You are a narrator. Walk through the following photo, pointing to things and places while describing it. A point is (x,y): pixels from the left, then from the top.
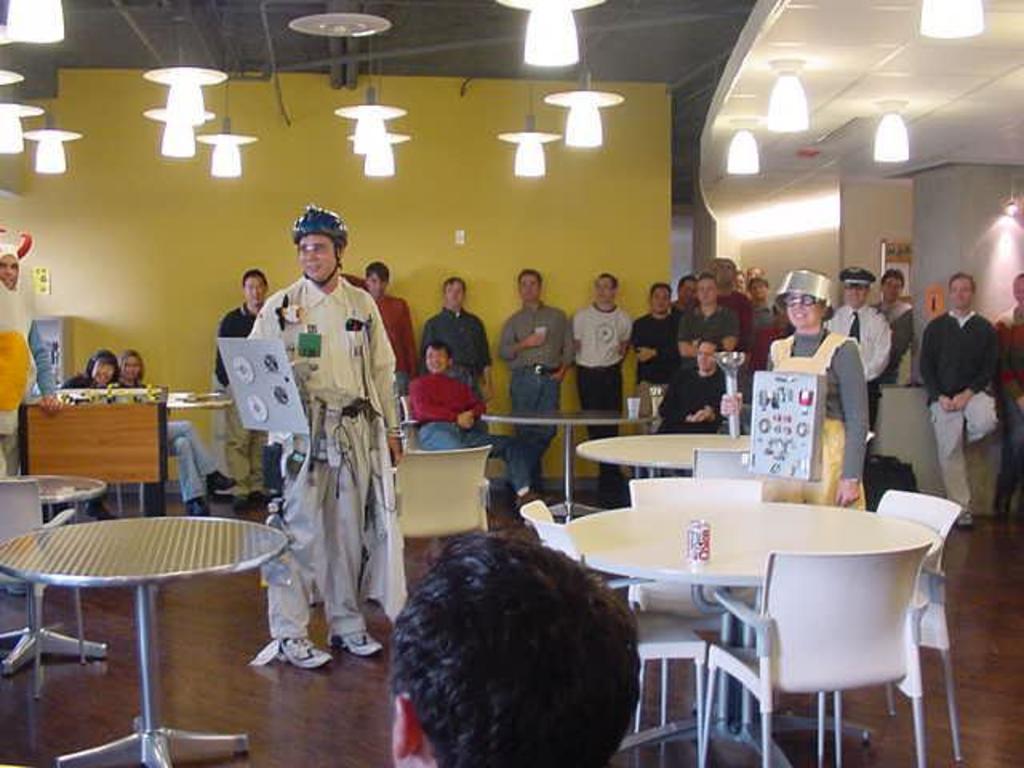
This image is taken inside the room (556,168). In the left side of the image (77,554) there is table (113,566), chair (66,517) and a person (19,360) standing and sitting. In the right side of the image (985,354) there is a pillar (918,312), chair (939,631) and a person (963,413) standing. In the middle of the image (349,499) there is a person (326,584) standing wearing a shoe (361,642) and helmet (301,227). At the top of the image (454,45) we can see ceiling (416,54), lights (368,162) and at the background (97,259) we can see a wall (104,235).
